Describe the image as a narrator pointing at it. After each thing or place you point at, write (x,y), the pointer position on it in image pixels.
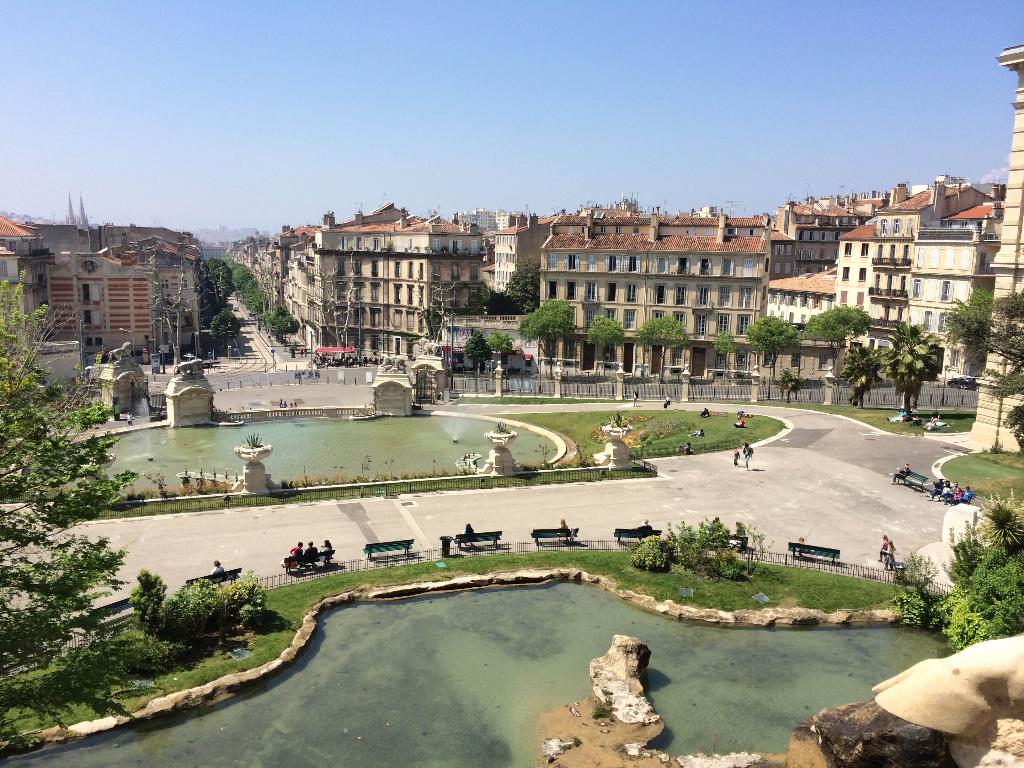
In this picture we can see water (405,722) at the bottom (409,738), in the background (531,255) there are some buildings (452,254), we can see grass (668,572), some plants (661,553), benches (743,542), trees (615,324), some boards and some people (741,410) in the middle (680,408), there are some people (972,496) sitting on these benches (915,477), there is the sky (504,124) at the top of the picture (510,122).
